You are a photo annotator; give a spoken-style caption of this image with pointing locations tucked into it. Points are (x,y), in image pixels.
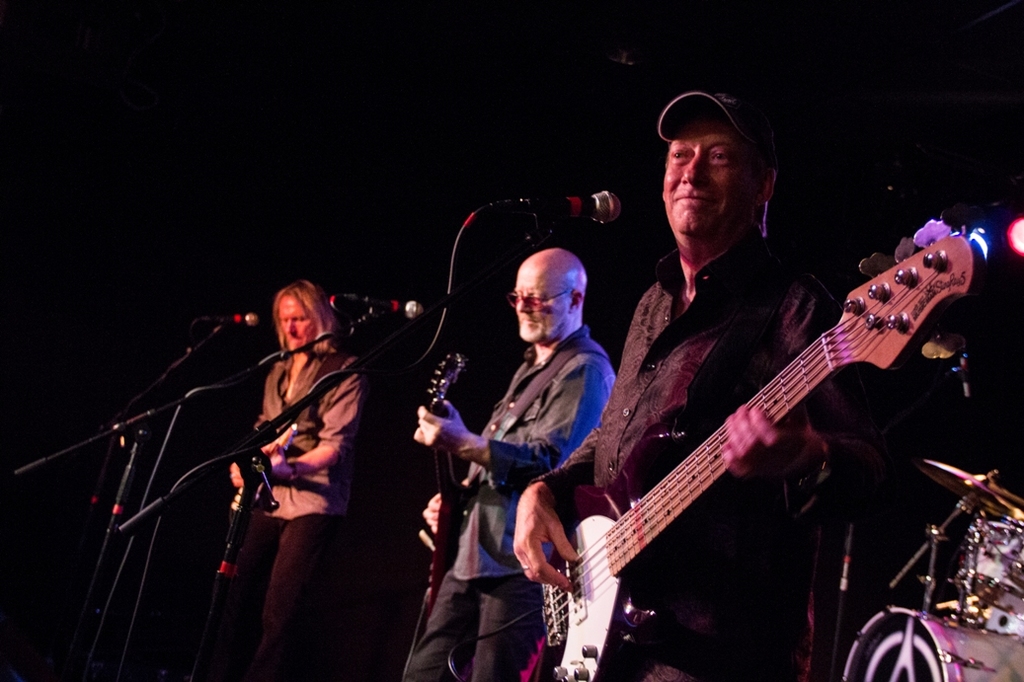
In this image, there are some people (585,355) standing and holding some music instruments (601,490) and there are three microphones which are in black color, In the background (881,201) there is a black color wall (602,44).
